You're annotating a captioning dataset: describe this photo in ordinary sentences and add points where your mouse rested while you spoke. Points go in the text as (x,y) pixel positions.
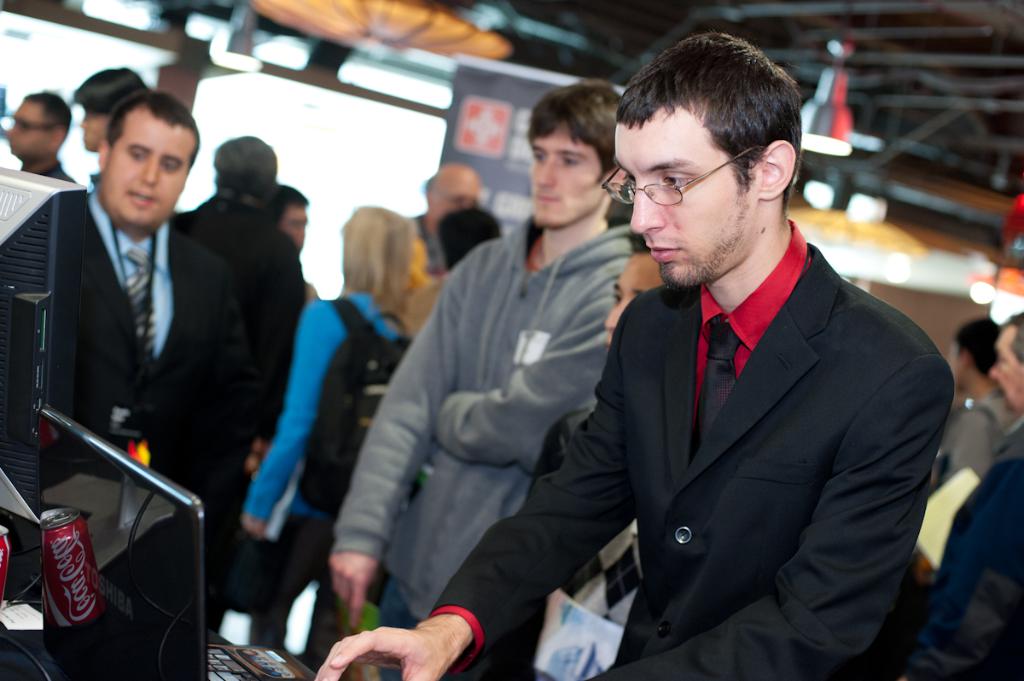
On the right side (736,490) a man (778,498) is standing. He wore black color coat (784,466), tie (731,370) and red color shirt (757,341). Few other people (404,403) are there.
